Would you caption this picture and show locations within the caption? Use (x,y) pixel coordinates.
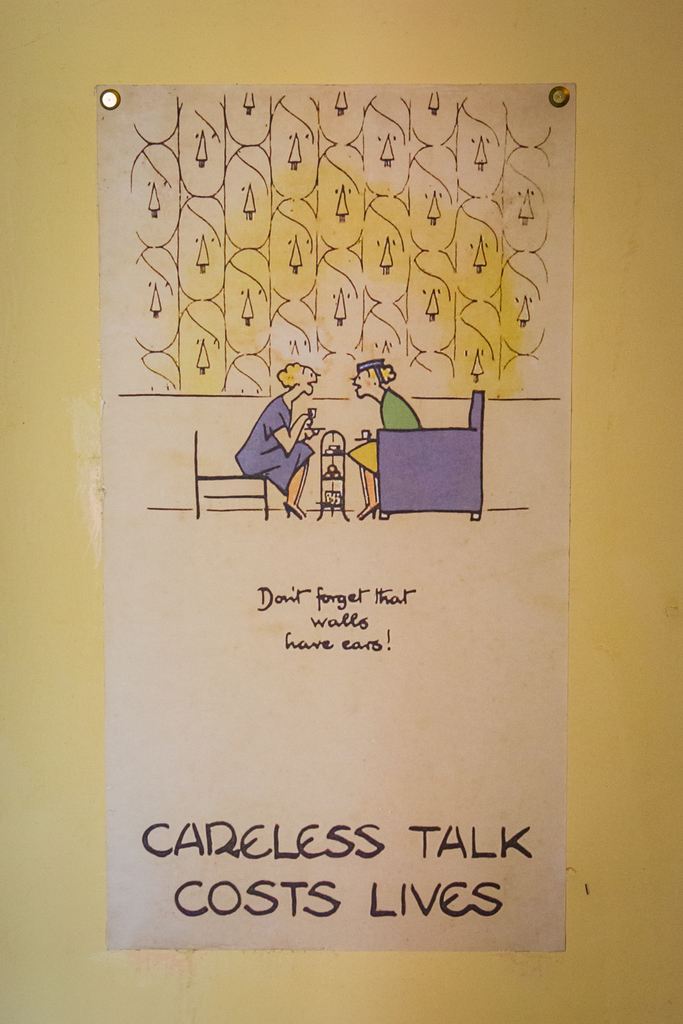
In this image, we can see a poster (342,742) on the wall (317,71) contains depiction of persons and some text (480,887).
